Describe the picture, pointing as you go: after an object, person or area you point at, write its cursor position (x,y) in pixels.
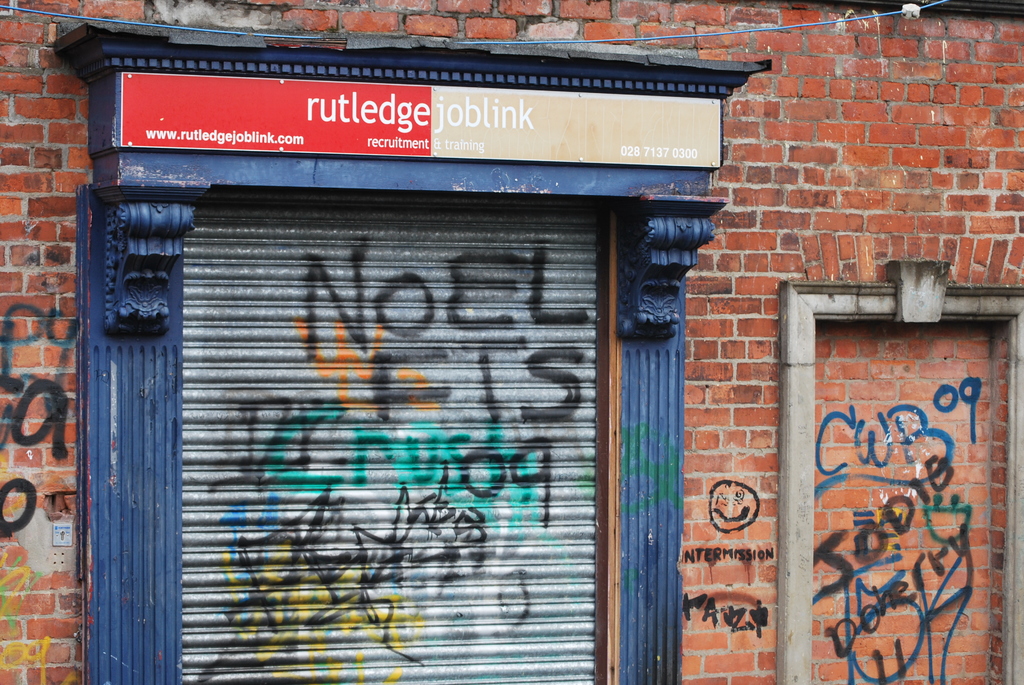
In this picture I can see a board (169,87), there are some scribblings (445,447) on the shutter (445,447) and on the wall (825,420).
